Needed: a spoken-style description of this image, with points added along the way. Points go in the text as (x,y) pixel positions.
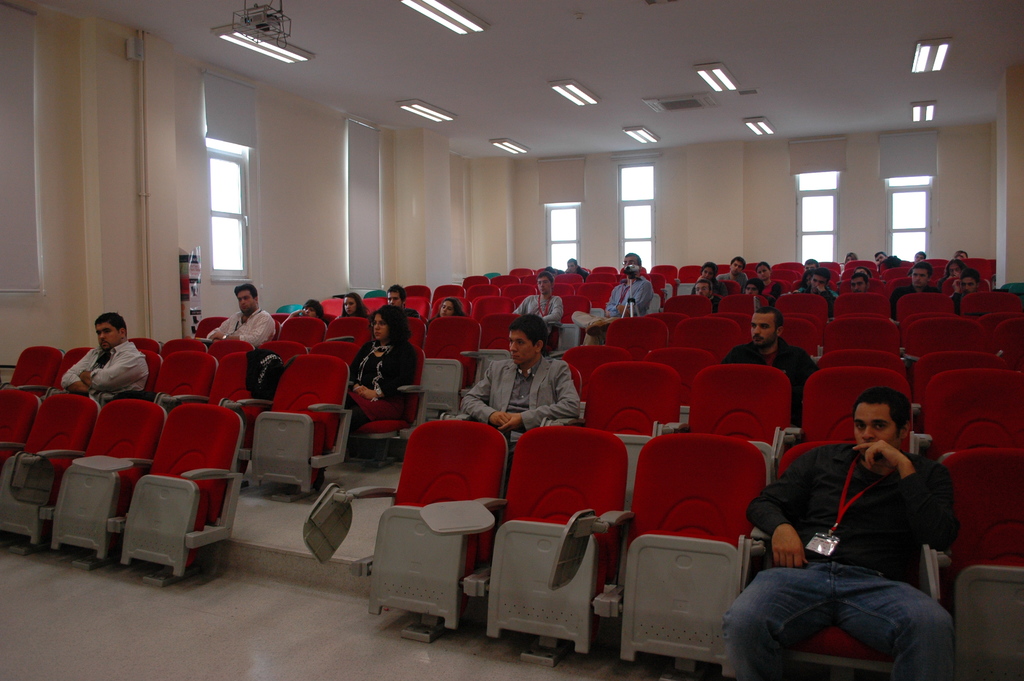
This is an image clicked inside the room (211,248). There are few people (551,374) sitting on the chairs (564,427) and also I can see some empty chairs (723,321). On the top of the image (268,52) there are some lights (718,75). In the background (827,212) I can see some windows (645,196).
